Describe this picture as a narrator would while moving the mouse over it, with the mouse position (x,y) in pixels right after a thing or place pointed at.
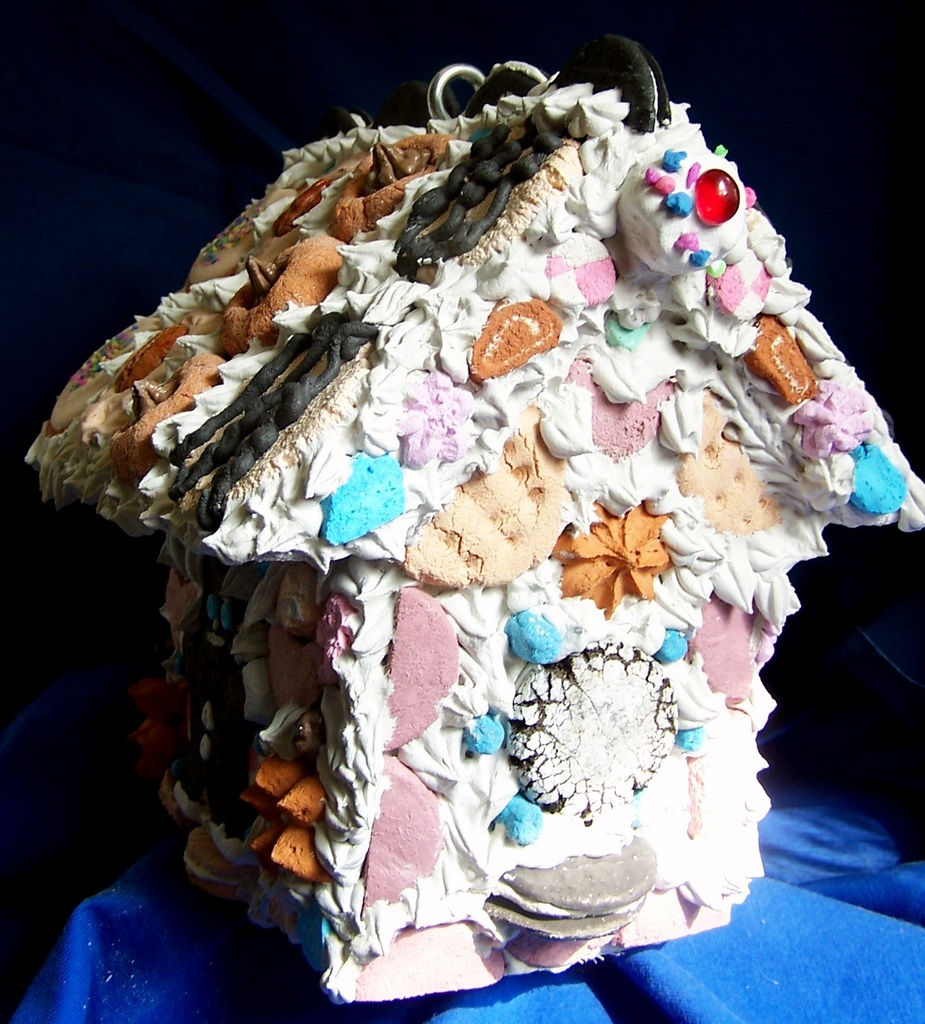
In the center of this picture (576,673) we can see a white color cake (401,447) which is in the shape of the house. In the foreground (831,879) we can see a blue color object (845,921).
